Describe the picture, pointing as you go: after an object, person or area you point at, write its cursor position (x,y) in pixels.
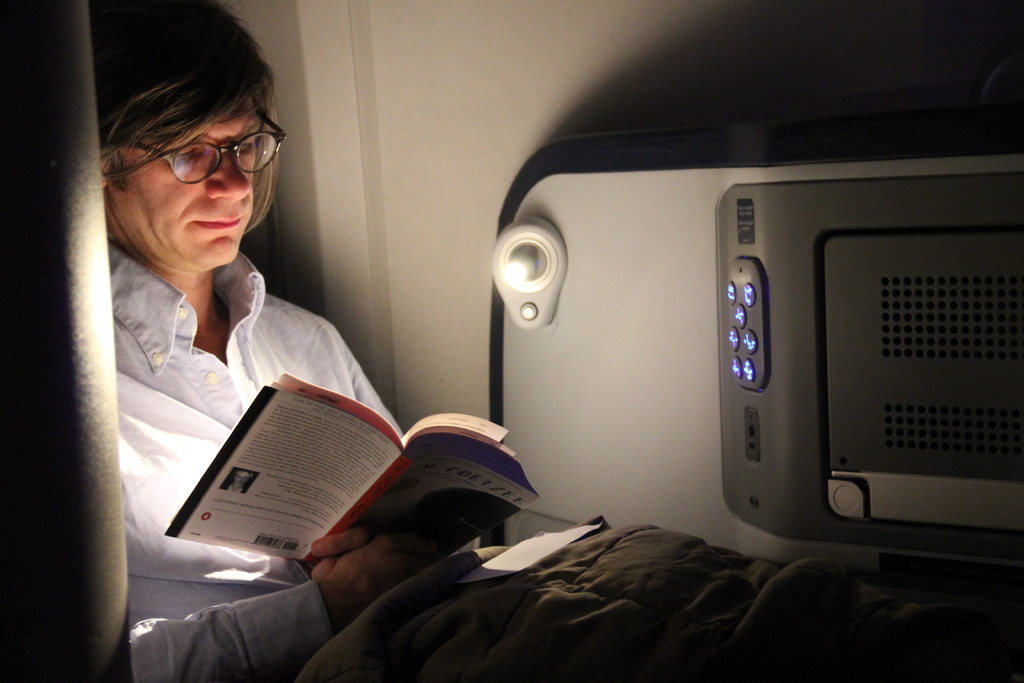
In this picture I can see a person (257,362) sitting and holding a book (470,475), there is a paper (528,545) on the blanket (473,682), and in the background (758,272) there is a wall (665,81) and there is an object (960,473).
